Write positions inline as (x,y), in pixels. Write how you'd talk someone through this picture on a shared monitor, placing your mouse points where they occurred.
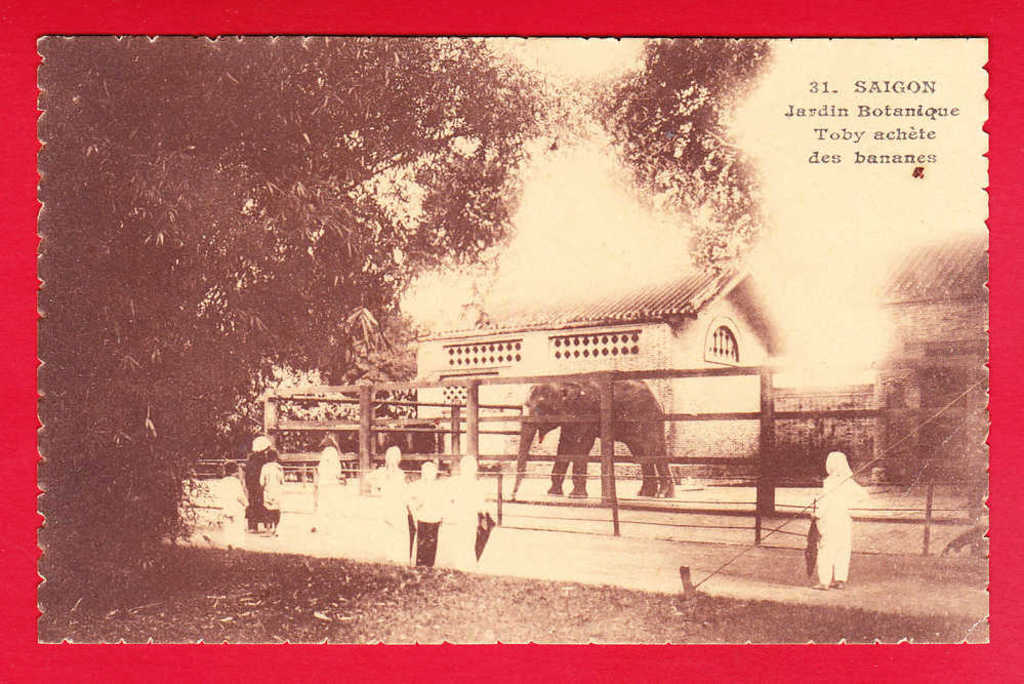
There is a photo frame (164,408) having an image and red color border (62,13). In the image, there is an elephant (526,426) on the floor (680,482), beside this elephant (536,411), there is a fence (721,459), beside this fence (521,459), there are persons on the ground (612,513). On the left side (102,458), there is a tree (141,187). In the background (834,290), there are houses (964,243) and there is sky (763,199). And on the top right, there are texts (927,144) on the image.
